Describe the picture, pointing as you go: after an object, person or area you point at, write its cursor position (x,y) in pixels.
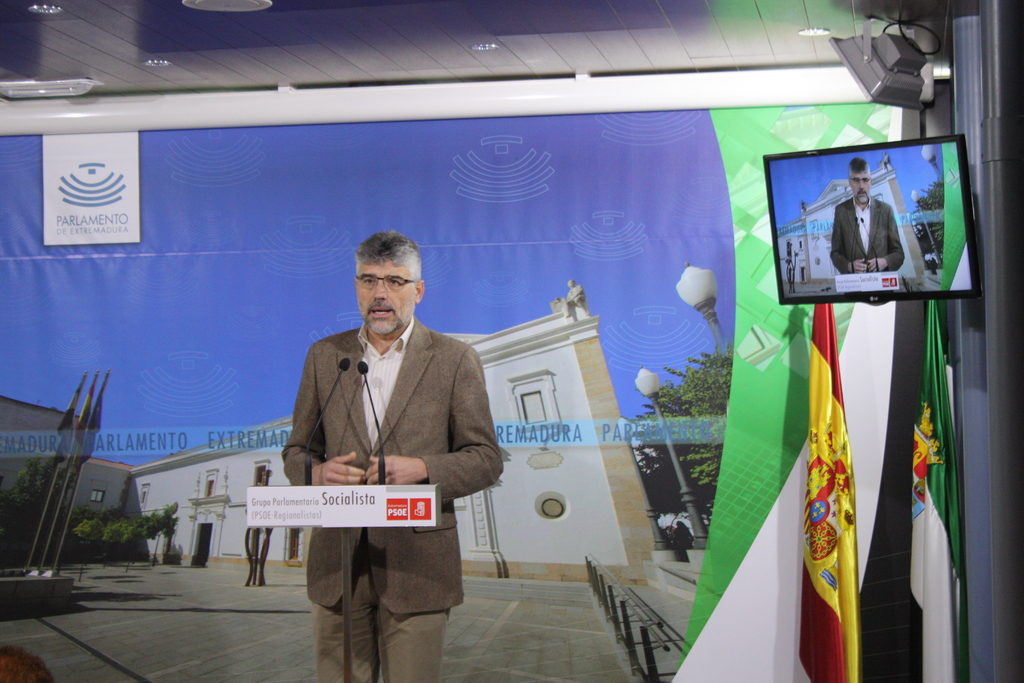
In the center of the image (422,406) we can see a man (423,530) standing and talking, before him there are mics (360,366). On the right (825,268) we can see a screen (878,284) placed on the wall (1000,228). There are flags (833,528). In the background (443,187) there is a banner (521,215). At the top (870,85) we can see lights (850,55).
